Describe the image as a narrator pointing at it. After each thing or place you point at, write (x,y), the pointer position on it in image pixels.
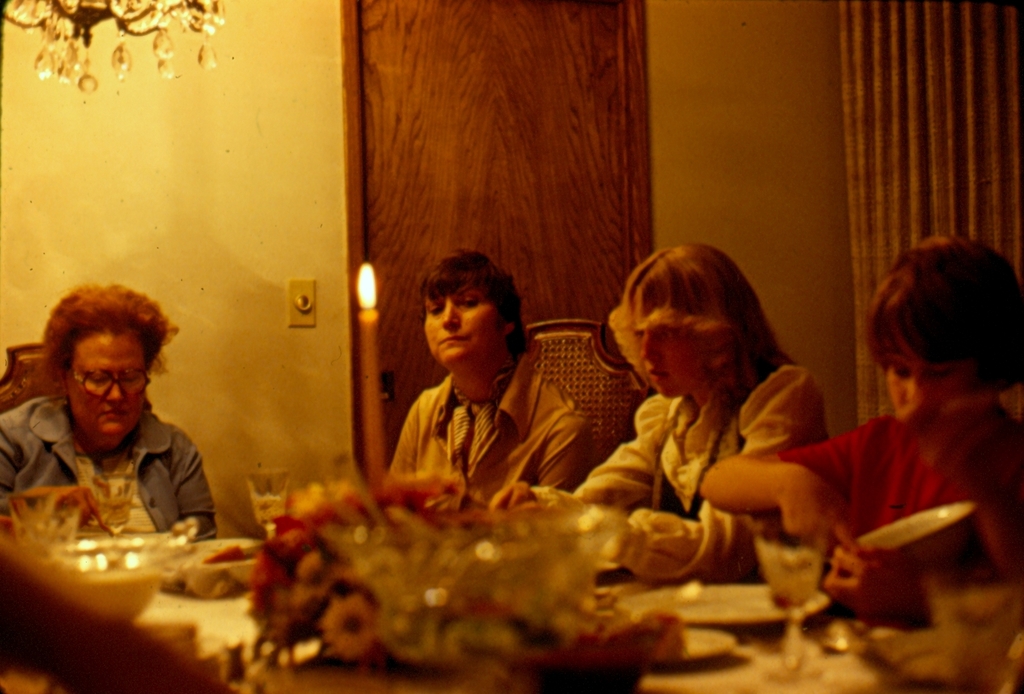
In this image I can see few people (630,547) are sitting on chairs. I can also see a candle (363,304) and few glasses (785,550).
